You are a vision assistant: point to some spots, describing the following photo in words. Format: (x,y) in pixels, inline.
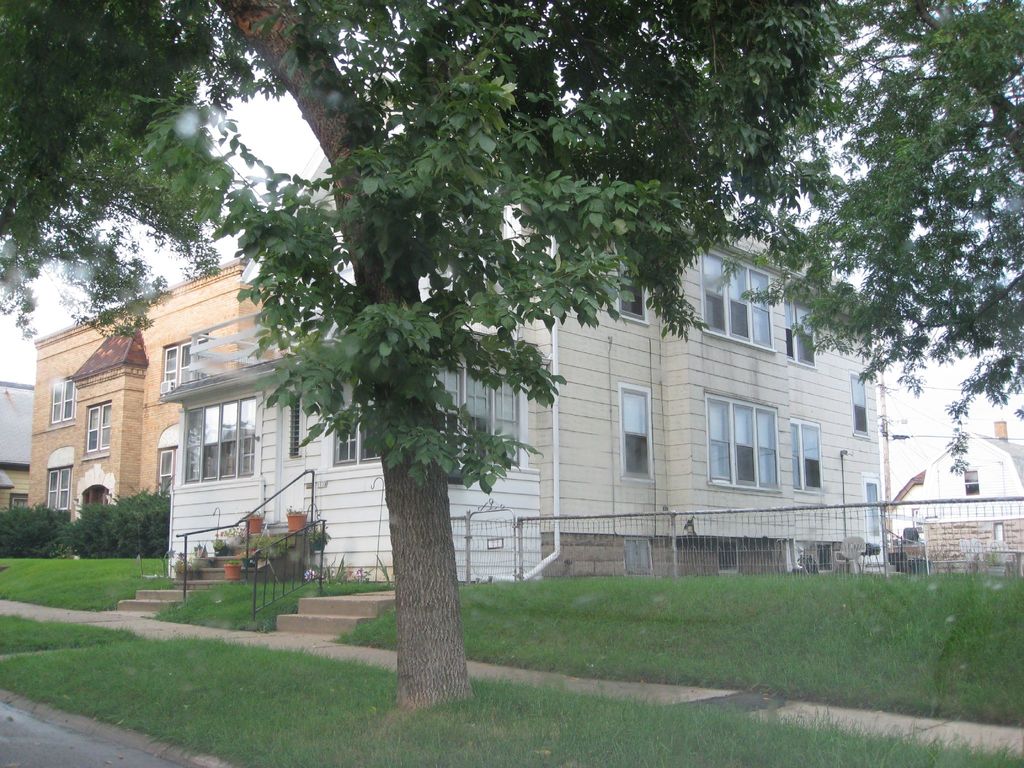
In this picture we can see there are buildings (204,326) and a tree (377,360). On the right side of the image (799,518), there is a fence (779,545) and grass (723,619). Behind the tree (179,98), there is the sky (242,116).
